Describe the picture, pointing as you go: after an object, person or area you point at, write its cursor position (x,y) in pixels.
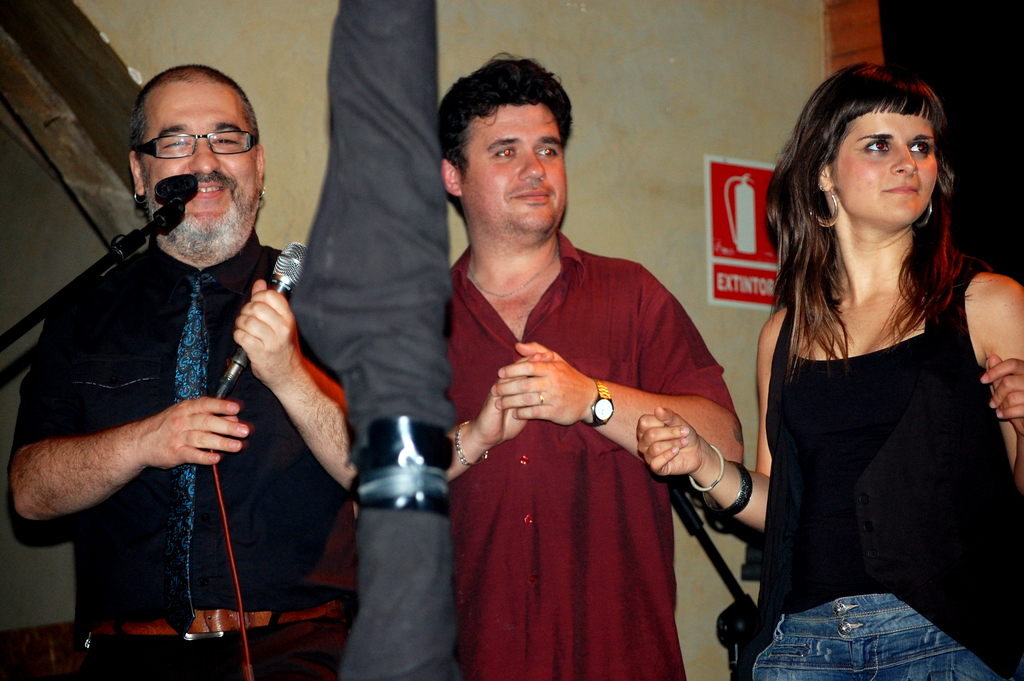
As we can see in the image, there is a wall (669,158), poster (711,230) and three people (649,375) standing. The man (259,404) who is standing on the left side (239,365) is holding mic (289,271).
